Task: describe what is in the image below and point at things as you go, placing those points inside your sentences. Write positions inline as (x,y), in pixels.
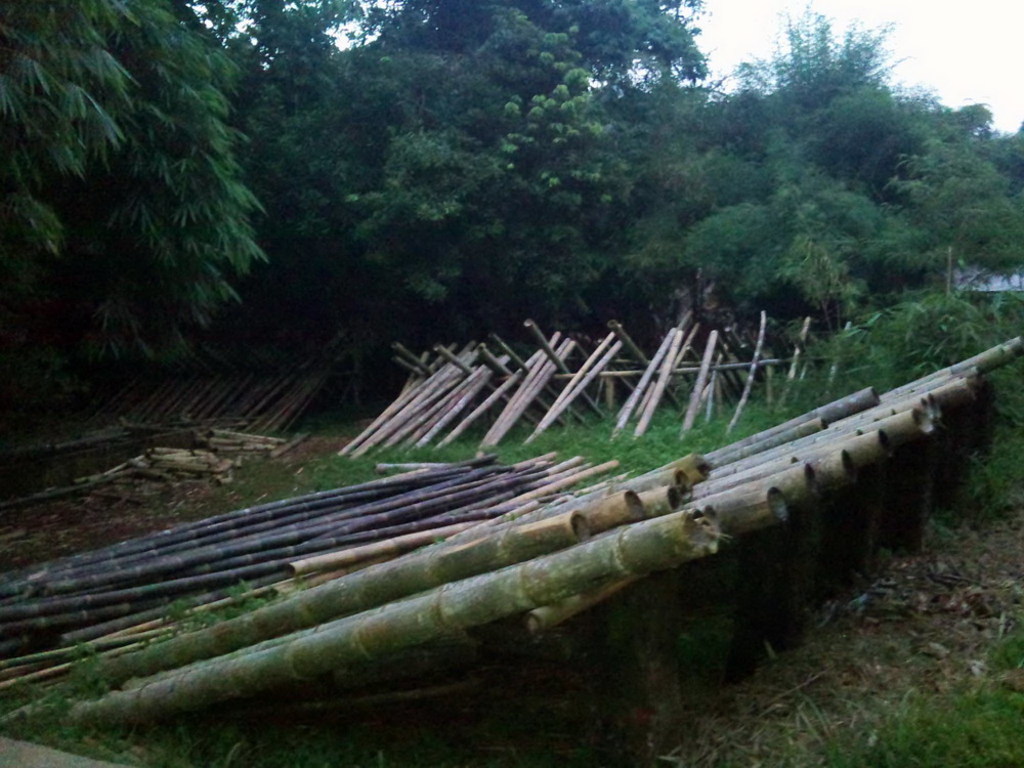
Here we can see wooden sticks (862,405), grass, trees (653,50) and sky (897,38).
